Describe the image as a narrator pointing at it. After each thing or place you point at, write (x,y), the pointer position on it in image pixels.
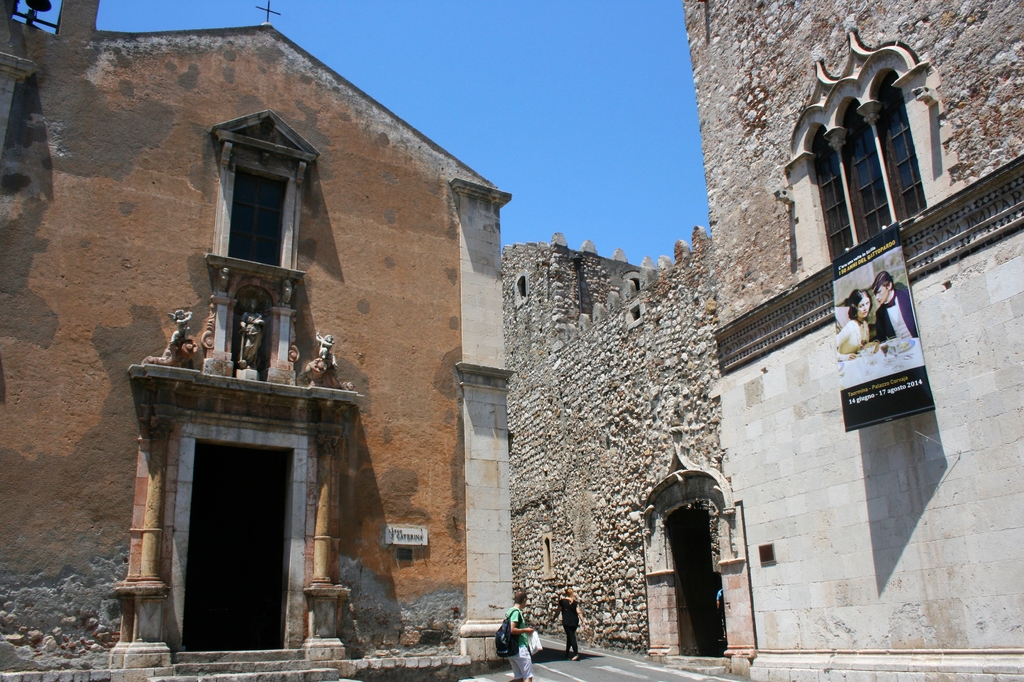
In the picture I can see buildings (696,566), people (565,608) walking on the road (598,677) and a banner (879,350) which has a photo (883,359) of peoples (864,347) and something written on it. In the background (555,146) I can see the sky (405,23).
